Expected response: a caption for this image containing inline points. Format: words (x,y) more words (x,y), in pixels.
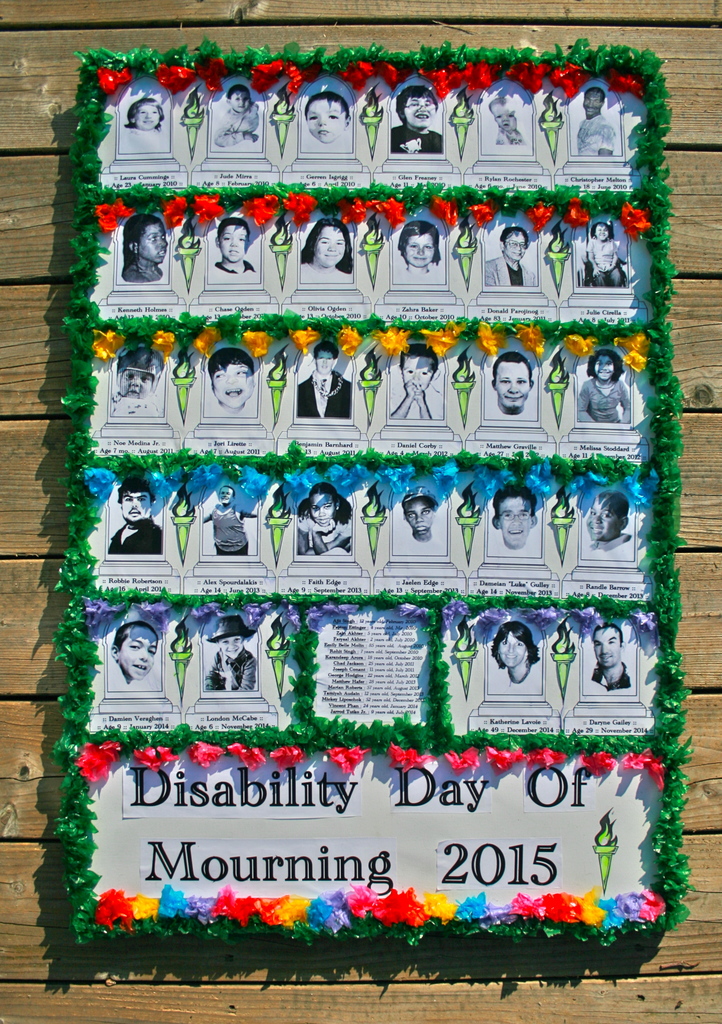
In this picture I can see there is a poster (420,228) and there are few images (252,141) on it and it is decorated and there is a wooden wall (4,306) in the backdrop (1,710).
